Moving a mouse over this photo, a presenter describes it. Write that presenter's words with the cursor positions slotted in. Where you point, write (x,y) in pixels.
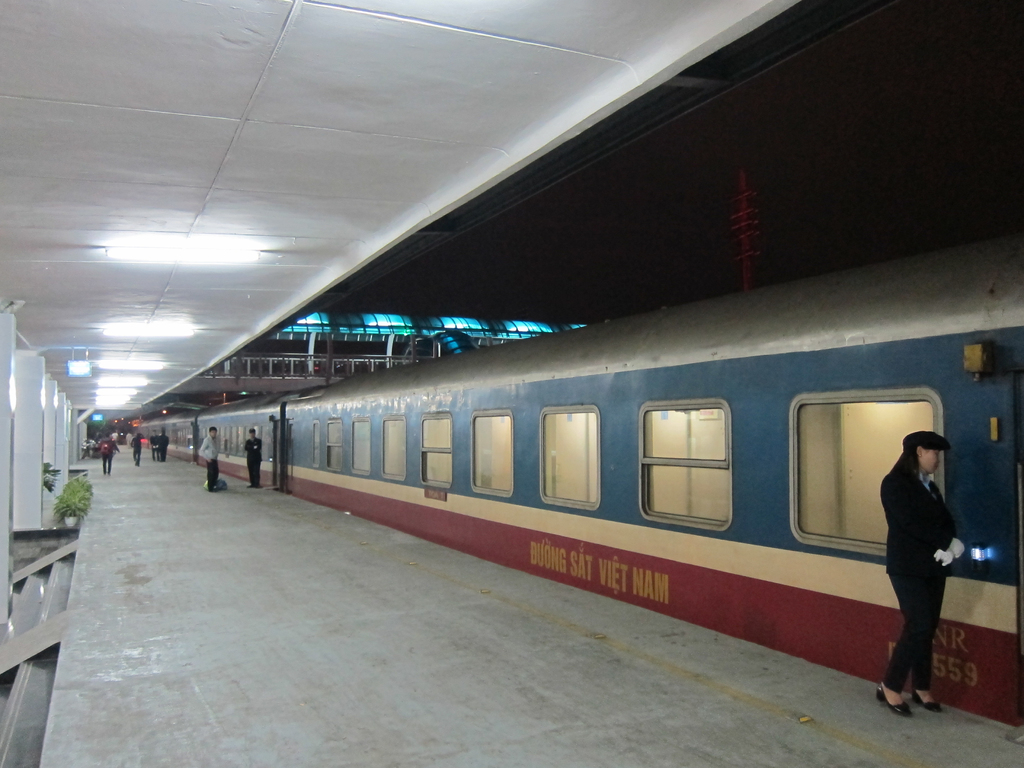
In this image we can see people (921,483) are standing on the platform (347,589) and train (558,426) is there. At the top of the image (354,223) white color roof (252,142) is present. Left side of the image (72,437) pillars (27,456) and plants (59,516) are there.
